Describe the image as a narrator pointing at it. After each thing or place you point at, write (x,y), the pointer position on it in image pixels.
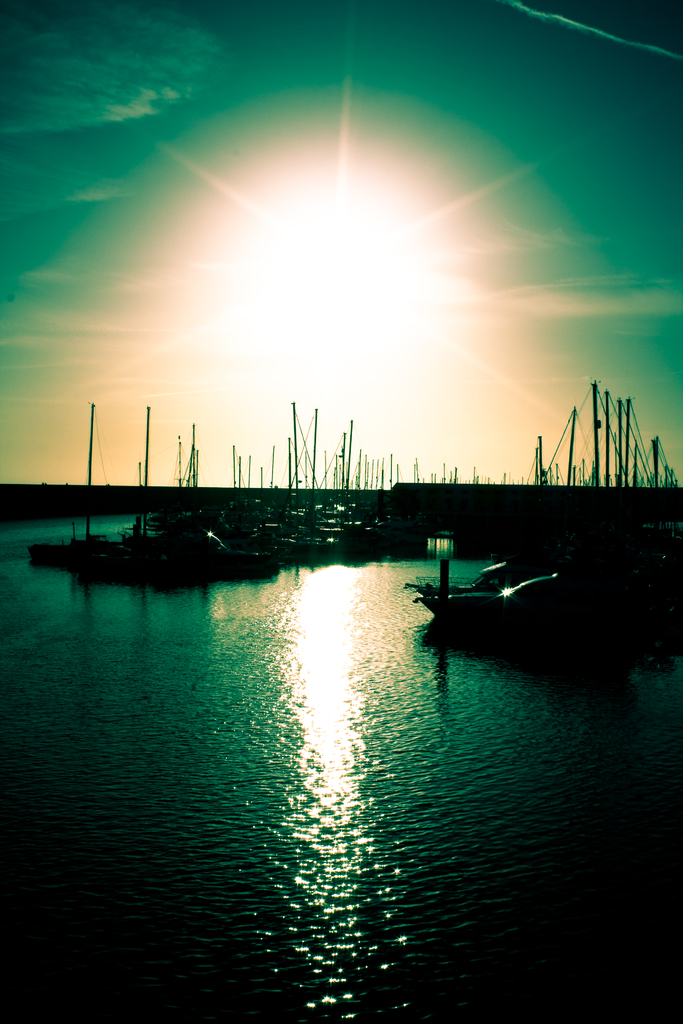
In this picture there are ships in the center of the image (242,527) on the water (35,598) and there is sun (340,239) at the top side of the image (410,317).
